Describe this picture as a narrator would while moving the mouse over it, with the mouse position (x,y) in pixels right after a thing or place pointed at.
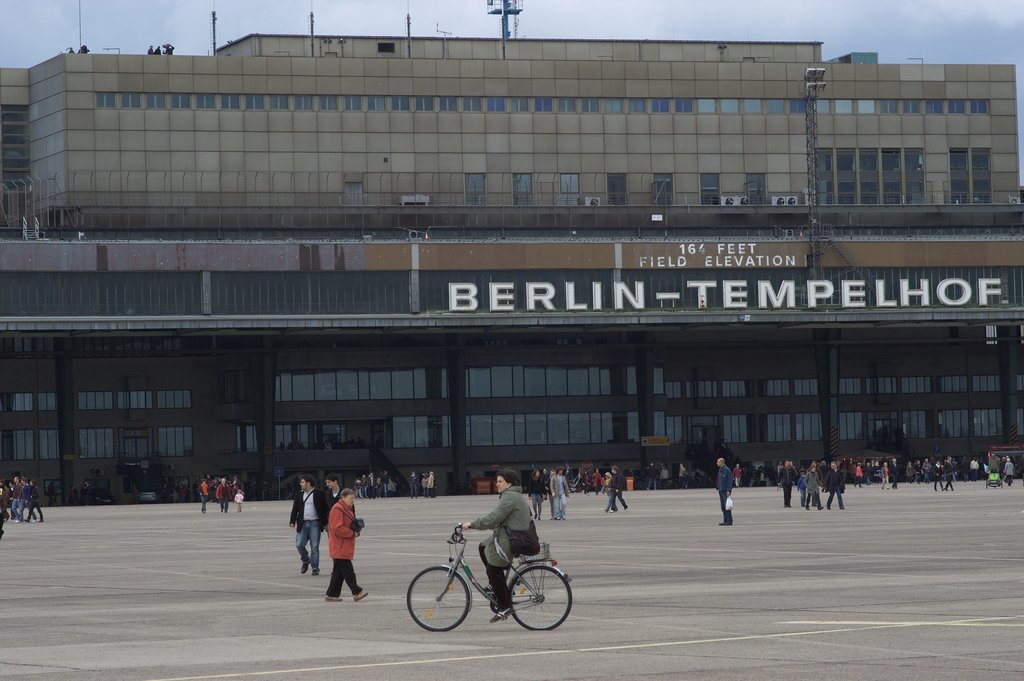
In this picture there is a woman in the center of the image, she is cycling and there are other people (341,549) at the bottom side of the image (333,507) and there is a building (595,121) in the center of the image (515,275), there are many windows (285,288) on the building (417,334) and there are towers (215,52) at the top side of the image (506,5).
